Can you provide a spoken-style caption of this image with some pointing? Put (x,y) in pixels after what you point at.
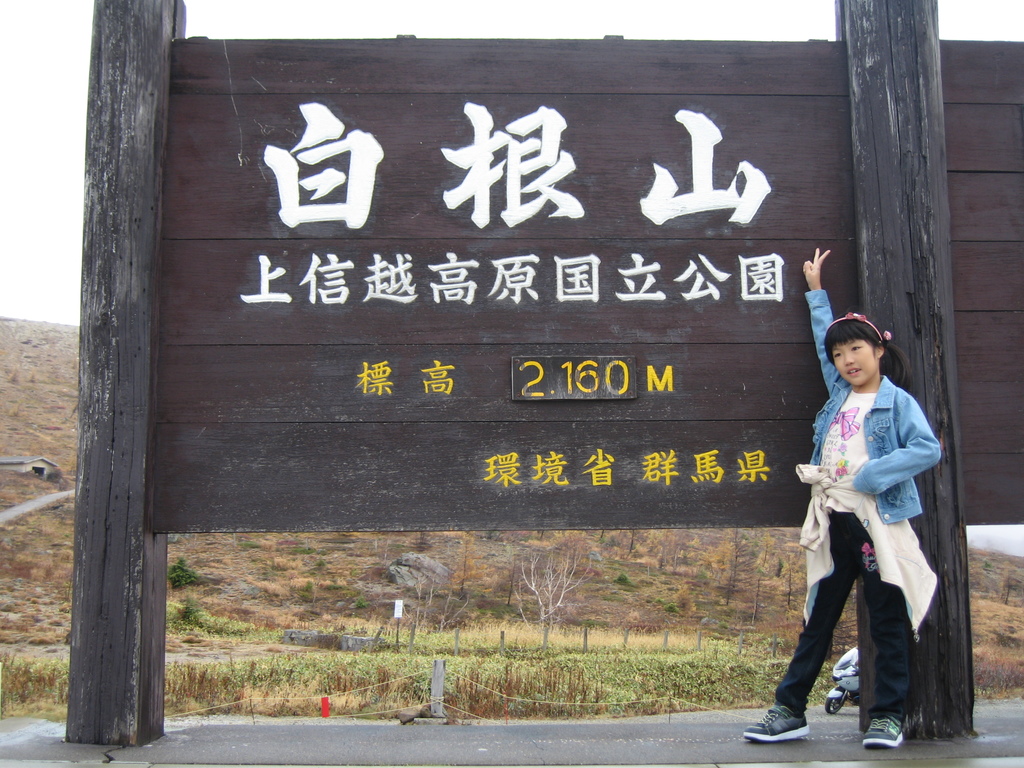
In this image I can see a girl (880,445) wearing white, blue and black colored dress (881,462) is standing. I can see a huge wooden board (549,266) which is brown and black in color behind her. I can see something is written on it with white and yellow color. In the background (636,677) I can see a motorbike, few plants (441,627), few poles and the sky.
